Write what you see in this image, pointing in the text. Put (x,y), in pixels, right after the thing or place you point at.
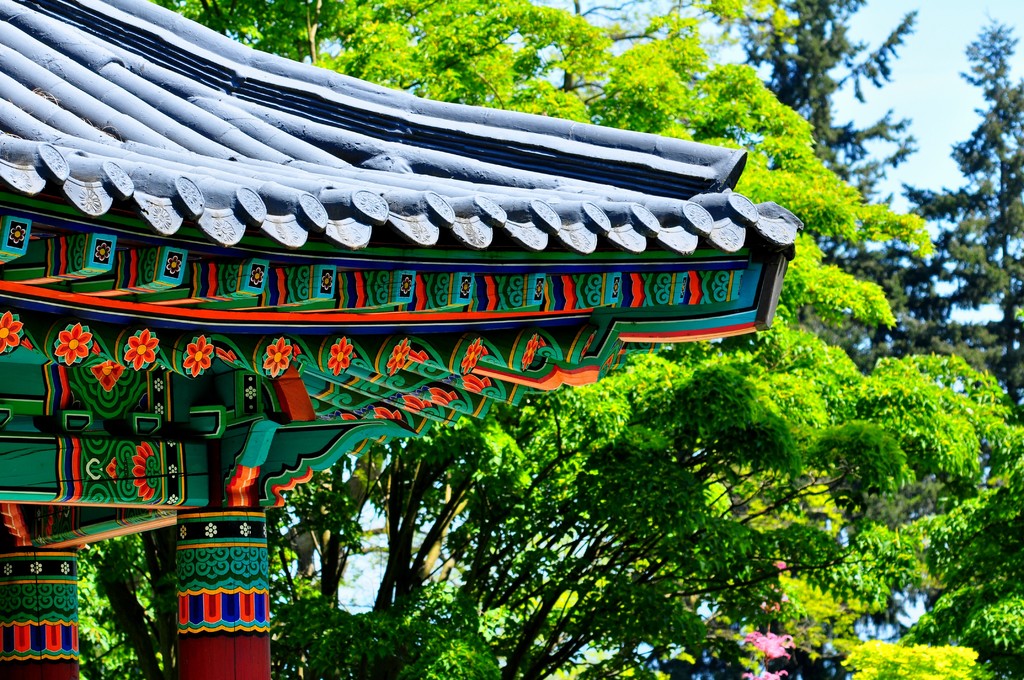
In this image there are pillars (266,633) with roof (493,171) in the left corner (201,110). There are trees (618,390) in the background (459,537). And there is a sky (896,151) at the top (954,1).
